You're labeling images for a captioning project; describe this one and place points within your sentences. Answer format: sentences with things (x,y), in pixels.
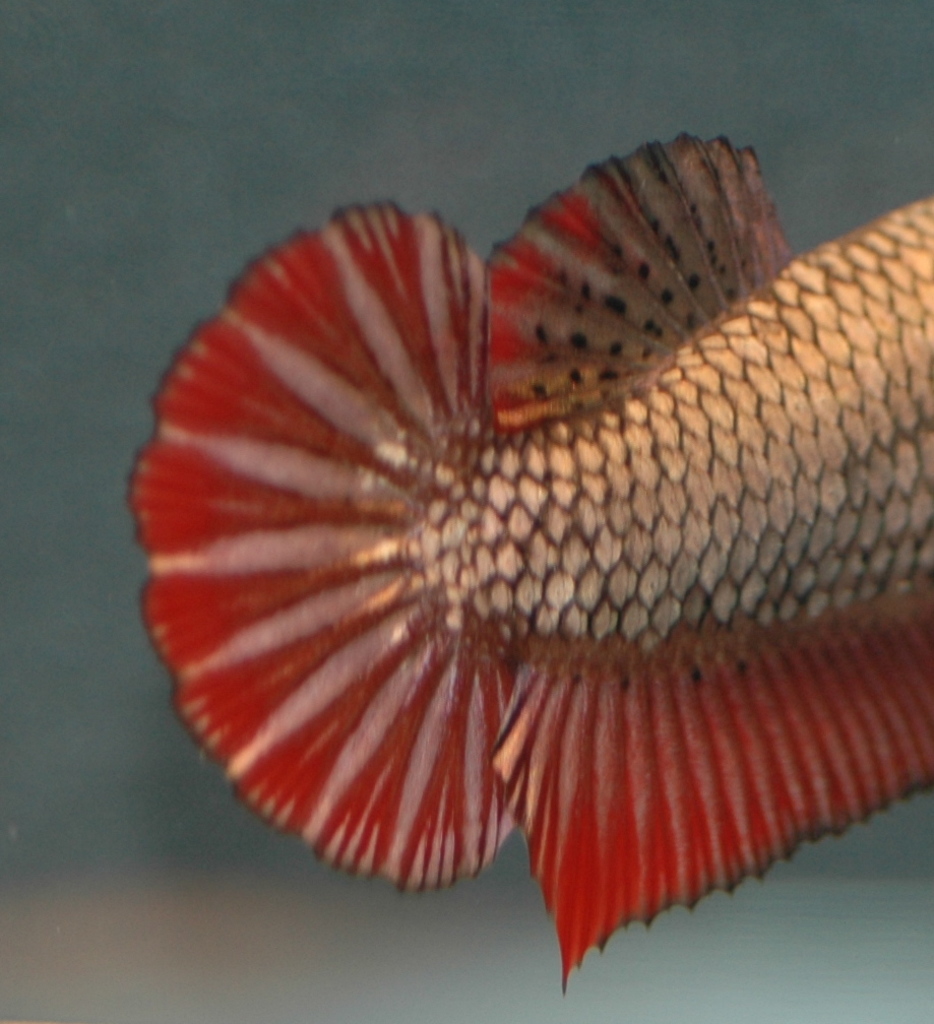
In this image we can see the back part (652,568) of a fish (563,788).
